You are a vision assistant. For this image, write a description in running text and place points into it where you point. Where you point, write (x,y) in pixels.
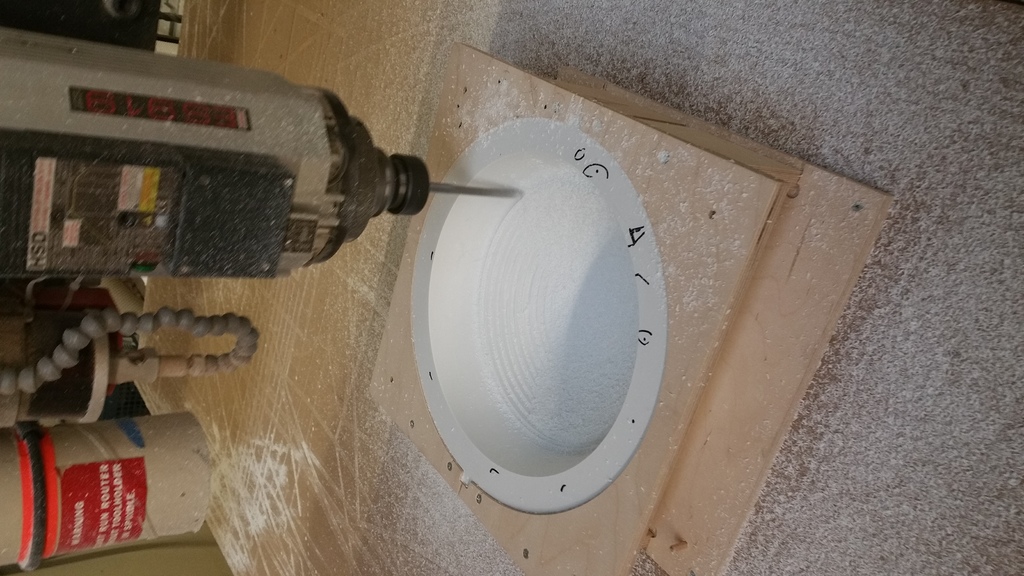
In this picture we can see drilling tool (183,116) and few objects (477,96) on the platform (633,46).
